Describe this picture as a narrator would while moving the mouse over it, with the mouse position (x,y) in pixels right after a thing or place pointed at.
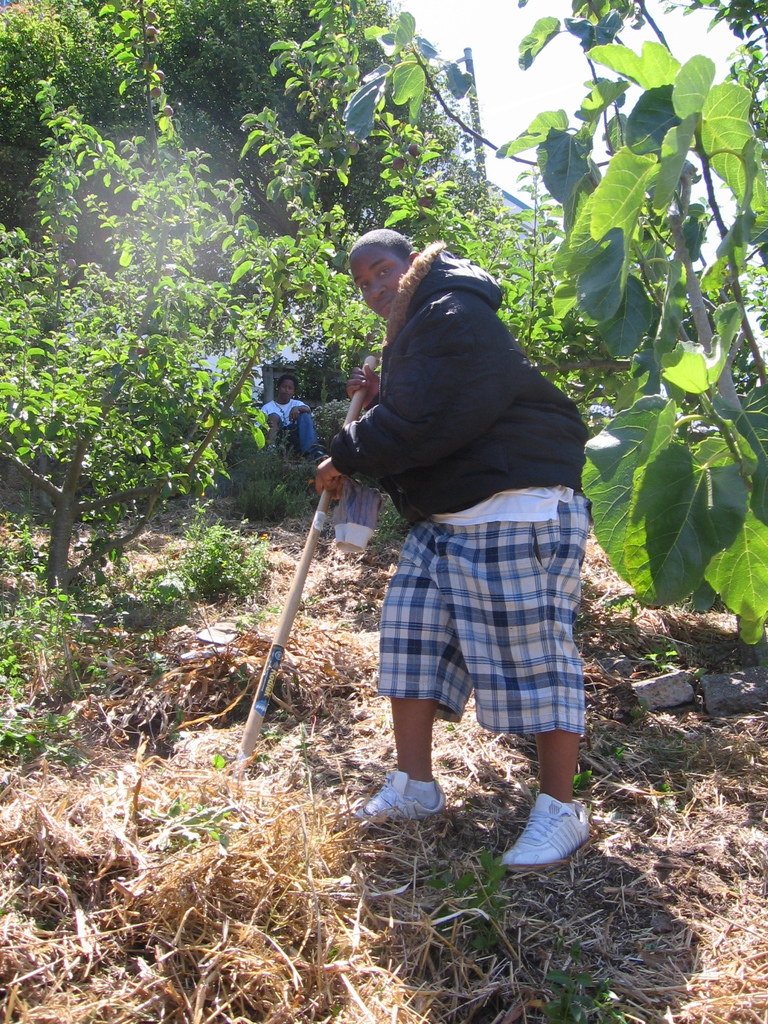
In this picture there is a person (547,654) standing and holding the object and there is a person (274,406) sitting at the back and there is a building (531,226) and there are trees (65,250). At the top (565,75) there is sky (474,41). At the bottom (242,839) there is grass (249,881).
